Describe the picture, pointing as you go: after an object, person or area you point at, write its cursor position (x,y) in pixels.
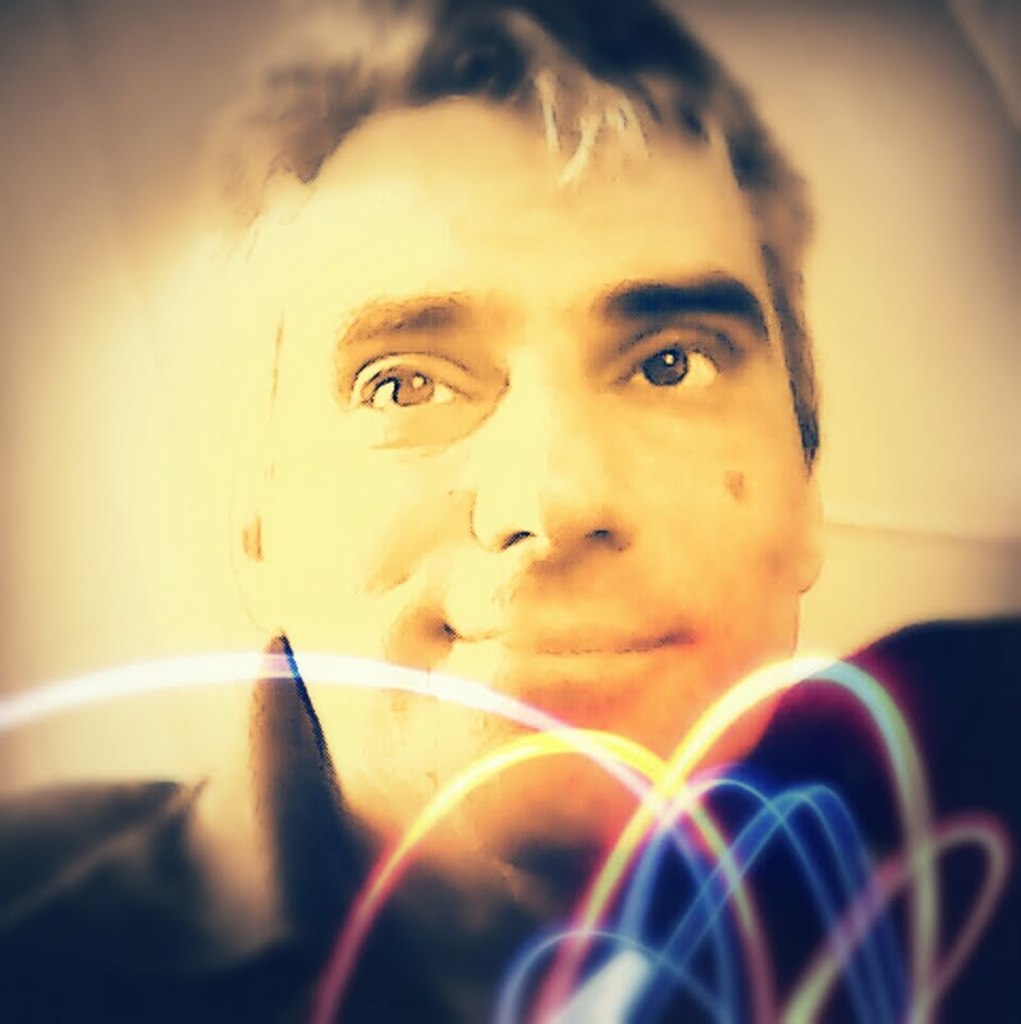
In this image we can see a man (590,383).
